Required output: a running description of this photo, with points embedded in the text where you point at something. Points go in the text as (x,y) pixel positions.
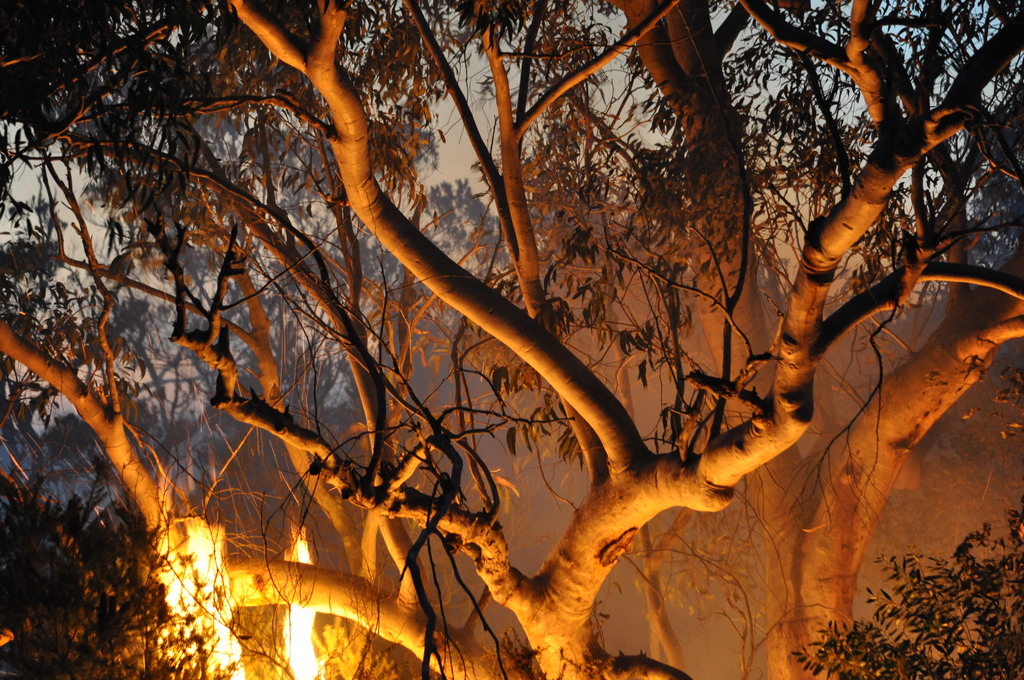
In this image we can see trees (489,300) and the sky (455,138) is present in the background (465,159).
